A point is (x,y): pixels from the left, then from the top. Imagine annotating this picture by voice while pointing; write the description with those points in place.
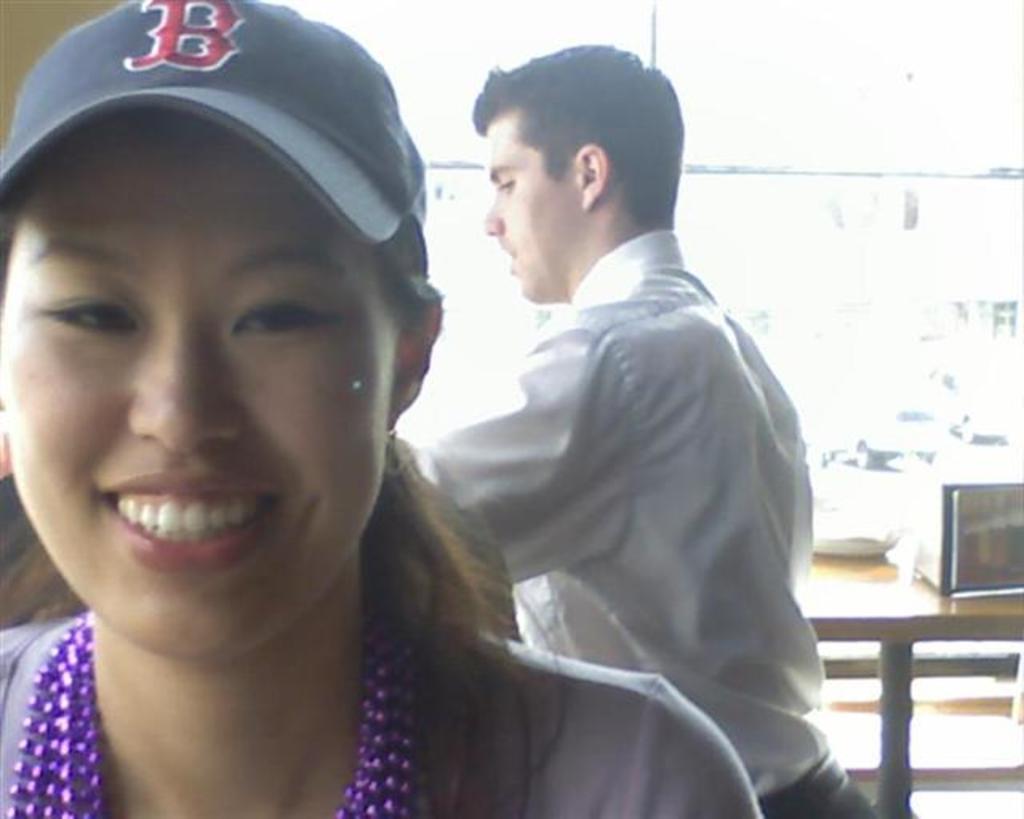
In this image, we can see people (517,518) and one of them is wearing a cap (111,29). In the background (869,518), there are some objects (898,529) on the table (903,606).
